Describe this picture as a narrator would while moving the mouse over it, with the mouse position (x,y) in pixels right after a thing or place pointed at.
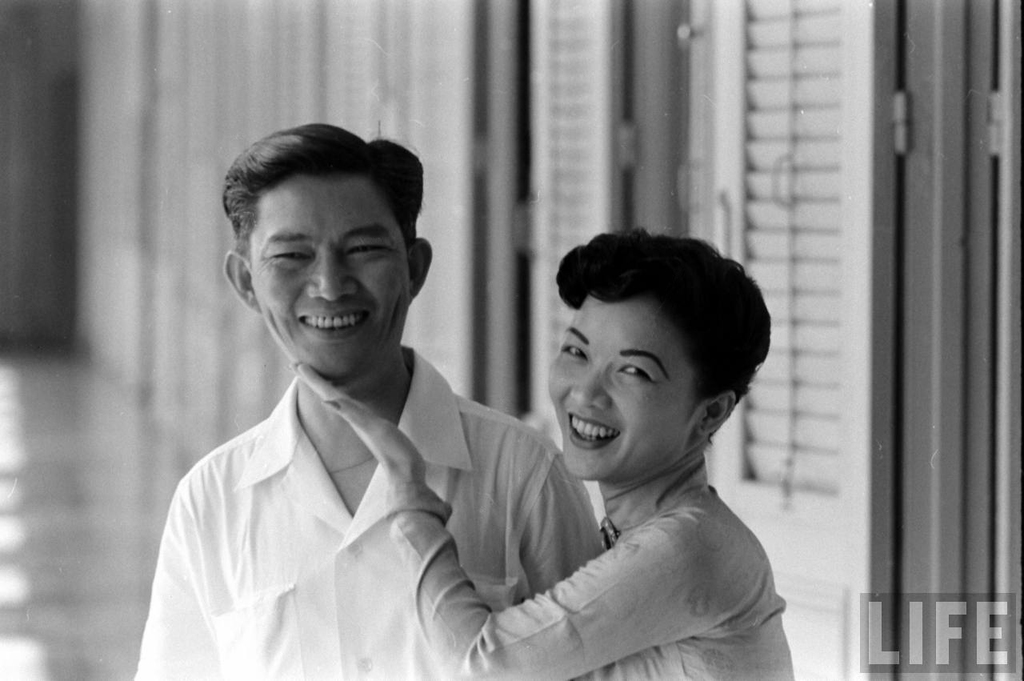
It is the black and white image in which there is a girl (594,426) who is touching the cheeks (283,326) of the man (345,294) who is beside her. In the background (674,114) there are doors (710,123).
